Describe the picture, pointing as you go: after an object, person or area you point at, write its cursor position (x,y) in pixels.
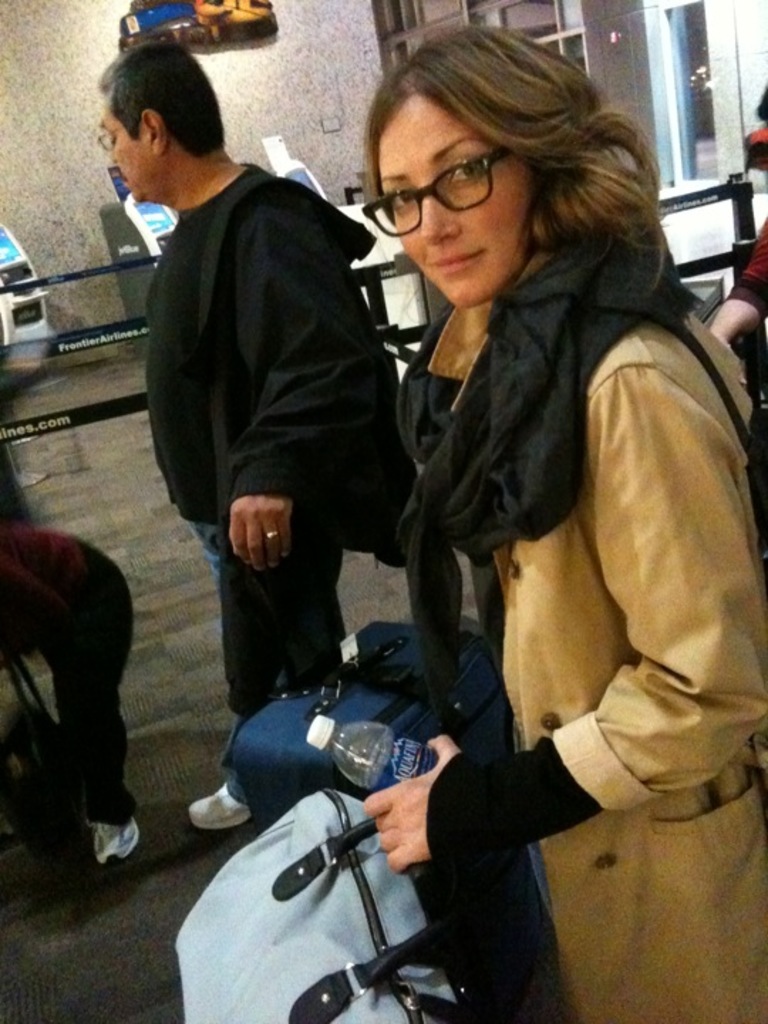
On the right side (603,484) a woman (534,507) wearing a jacket (608,480), holding a bag (362,854) and a bottle (384,766) in the hand (417,778), standing and looking at the picture. Beside her there is a luggage bag (389,681) placed on the floor (146,921). In the background (323,471) there are few people (251,419) standing. On the left side (77,642) one person (62,677) is bending over. In the background (66,332) there are few objects (75,332). At the top of the image (540,13) there is a wall (370,35) and window (681,69).
